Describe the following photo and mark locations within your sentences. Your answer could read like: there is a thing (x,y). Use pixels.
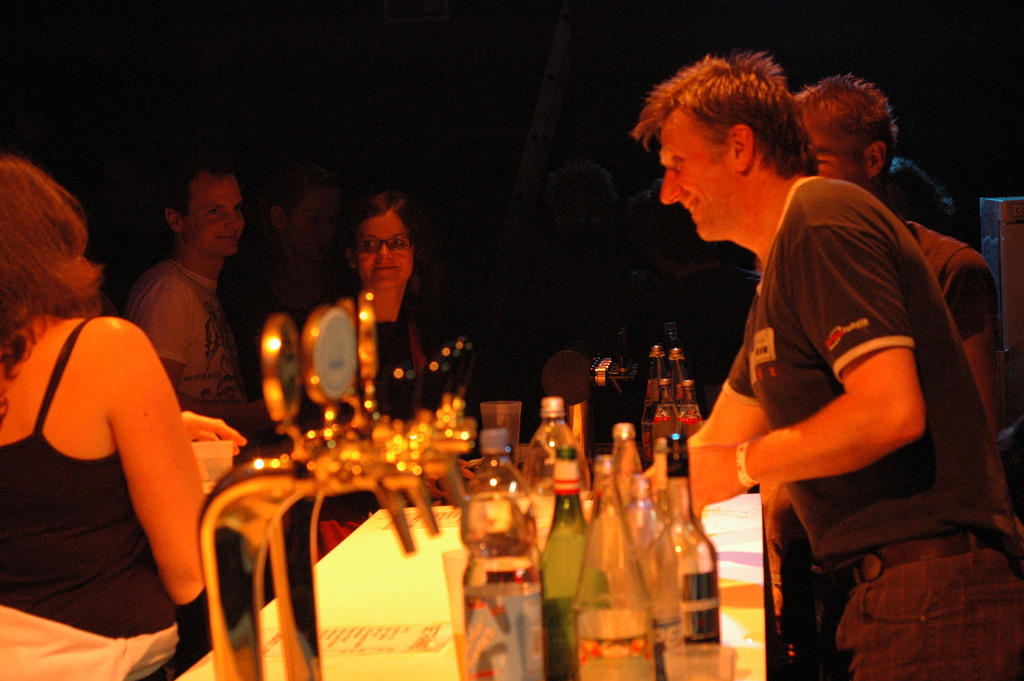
There is a group of persons (77,229). They are standing. There is a table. There is a bottle (694,507) on a table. On the left side of the woman (48,234) is holding a cup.
